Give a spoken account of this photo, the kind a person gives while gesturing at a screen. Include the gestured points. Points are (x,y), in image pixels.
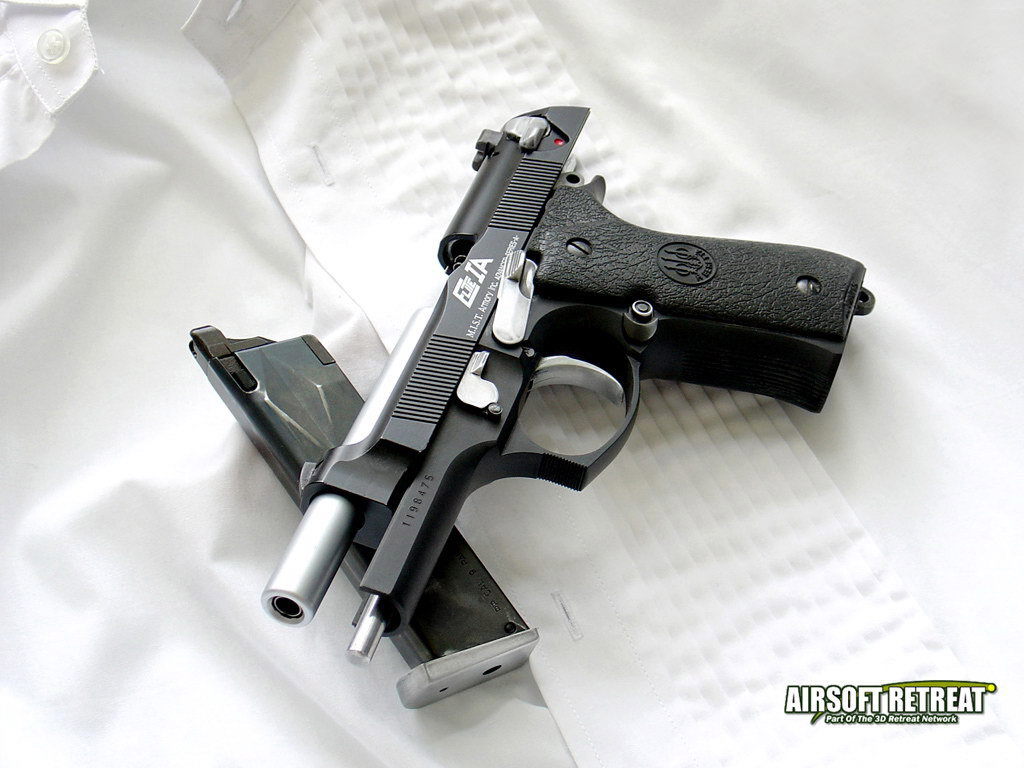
There is a gun (519,327) on a white surface (360,314). On the right corner (946,693) there is a watermark (906,693).
